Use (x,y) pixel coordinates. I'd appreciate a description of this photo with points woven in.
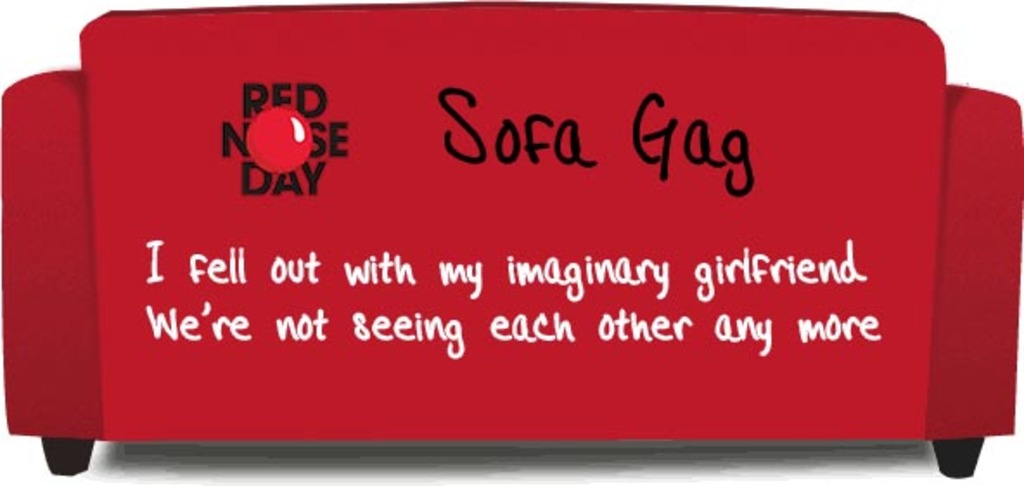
In this image we can see an animated red color sofa (776,352) with some text (403,269) written on it.
